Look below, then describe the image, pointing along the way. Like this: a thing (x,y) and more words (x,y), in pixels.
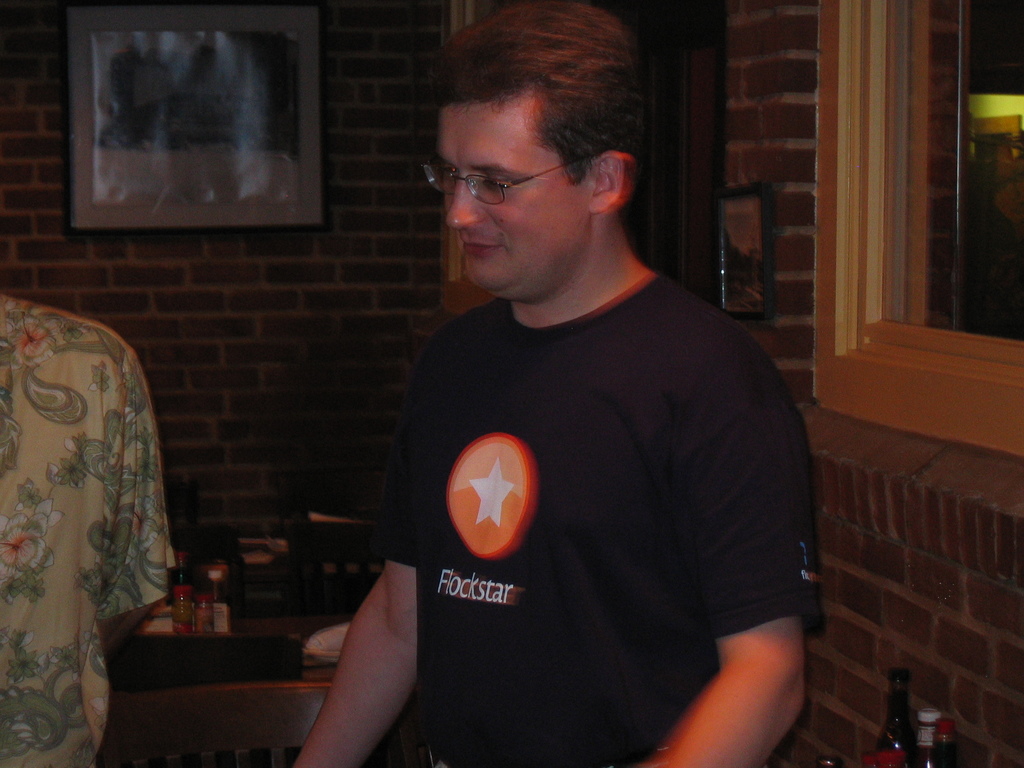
In this image we can see this person (558,182) wearing black color T-shirt (551,553) is having a logo (453,506) on it and wearing spectacles (537,175) is standing here. Here we can see another person (116,521). The background of the image (910,731) is dark, where we can see bottles (928,766) and a few more objects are kept on the table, we can see the photo frames (138,183) on the brick wall (332,311) and the glass windows (887,314) here.
